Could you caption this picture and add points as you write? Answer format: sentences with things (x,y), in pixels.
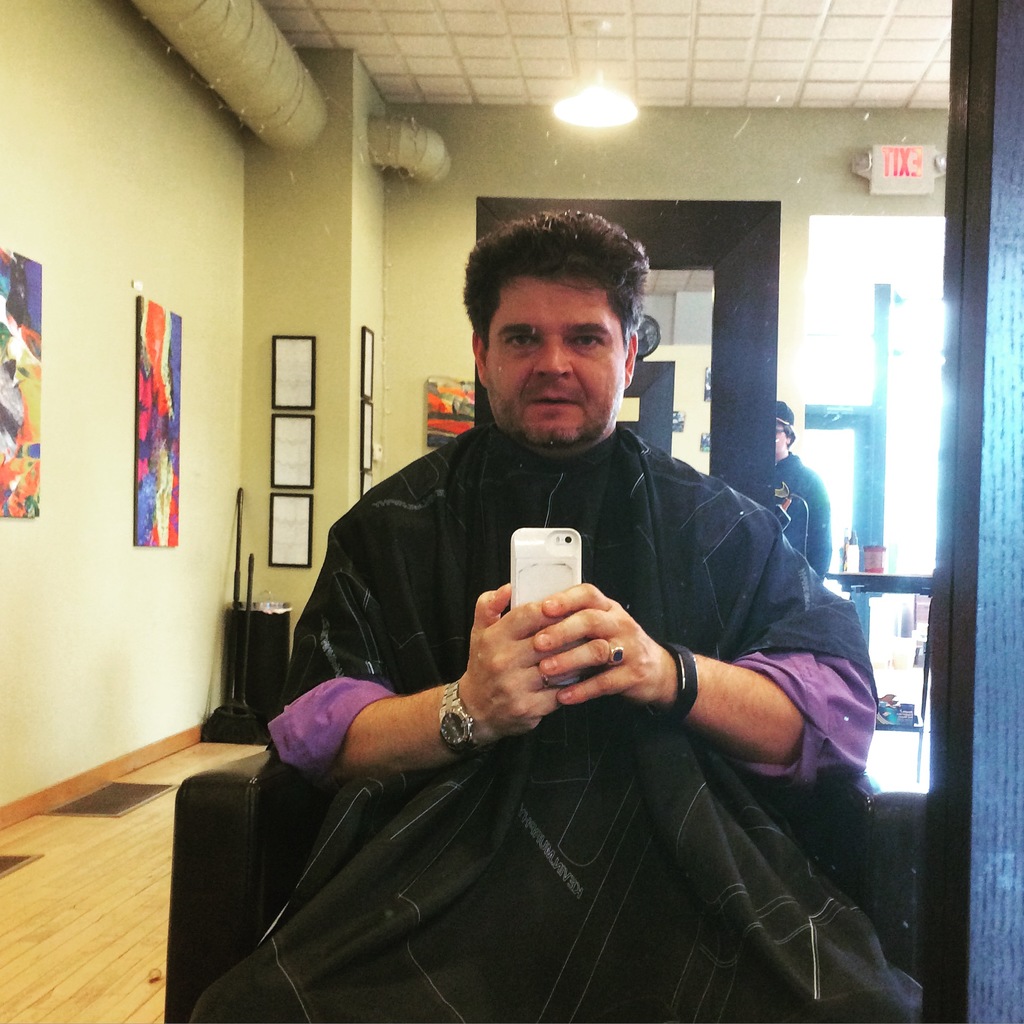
In the center of the image (519,369) there is a person (428,832) sitting on the chair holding a mobile phone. In the background (924,277) we can see photo frames (283,392), door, light (620,111), mirror (692,220) and wall (600,169).
